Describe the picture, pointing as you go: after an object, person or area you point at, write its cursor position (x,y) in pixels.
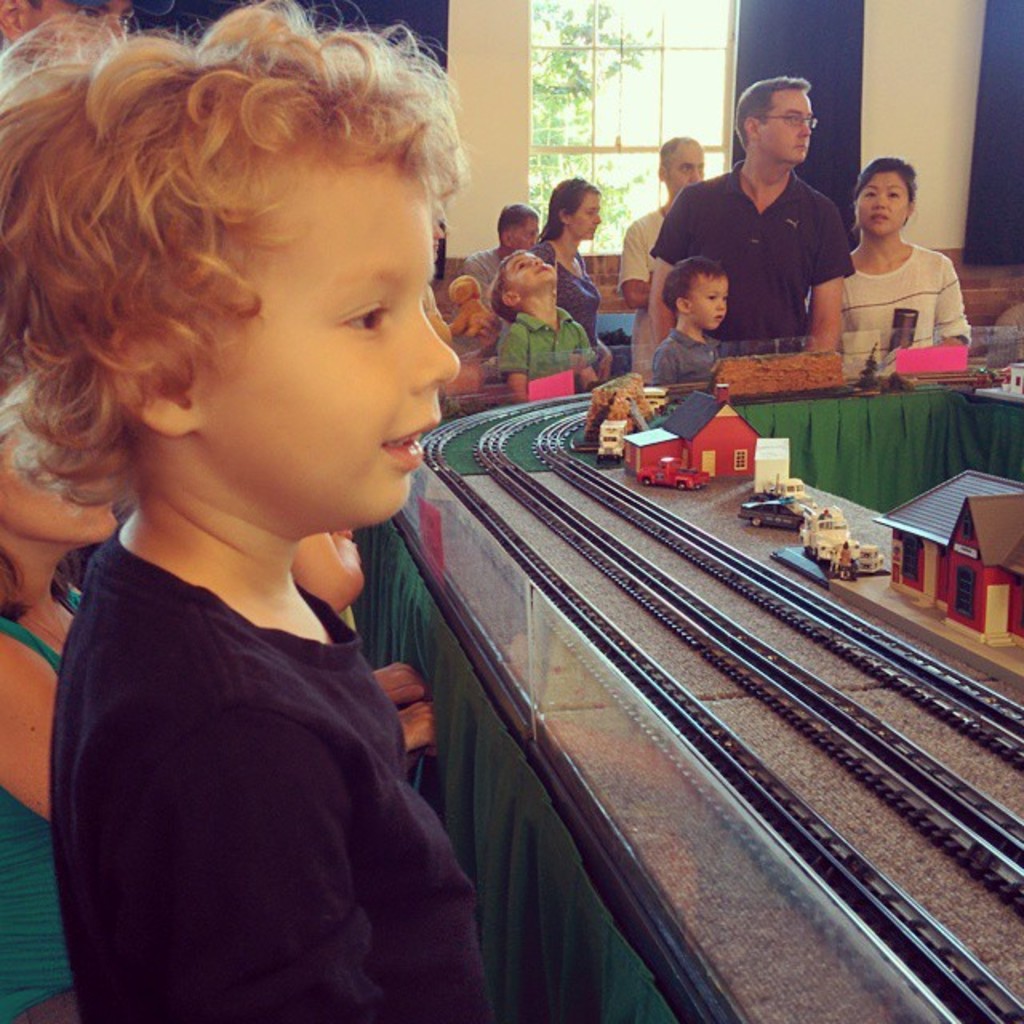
In this image there are group of people (397,403) standing, there are toy houses (749,466), toy railway tracks (974,962) and toy vehicles (763,504) on the table (714,586), and in the background (640,173) there is wall (942,174), window (637,121), tree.
